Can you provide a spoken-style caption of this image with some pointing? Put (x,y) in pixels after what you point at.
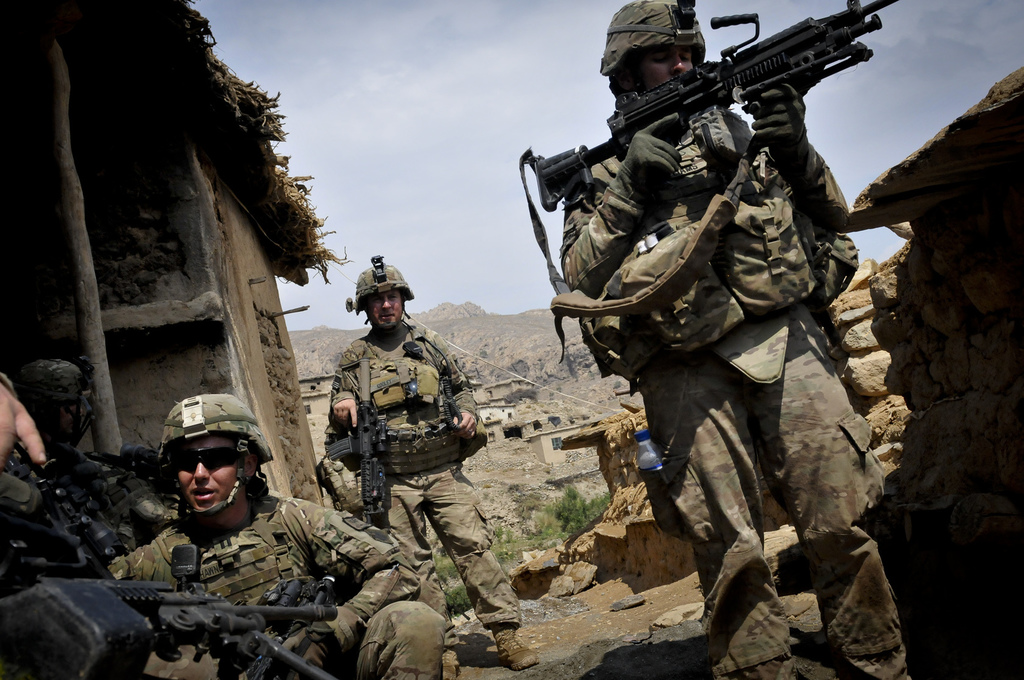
In the image there are few men (761,463) with army uniforms (391,382) is holding the guns (367,393) in their hands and wearing the helmets (657,22) on their heads (663,53). Behind them there is a room (82,344) with walls (233,242) and roofs (289,247). In the background (520,545) there are hills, rocks (516,504) and few houses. At the top of the image (352,161) there is a sky (320,147).
